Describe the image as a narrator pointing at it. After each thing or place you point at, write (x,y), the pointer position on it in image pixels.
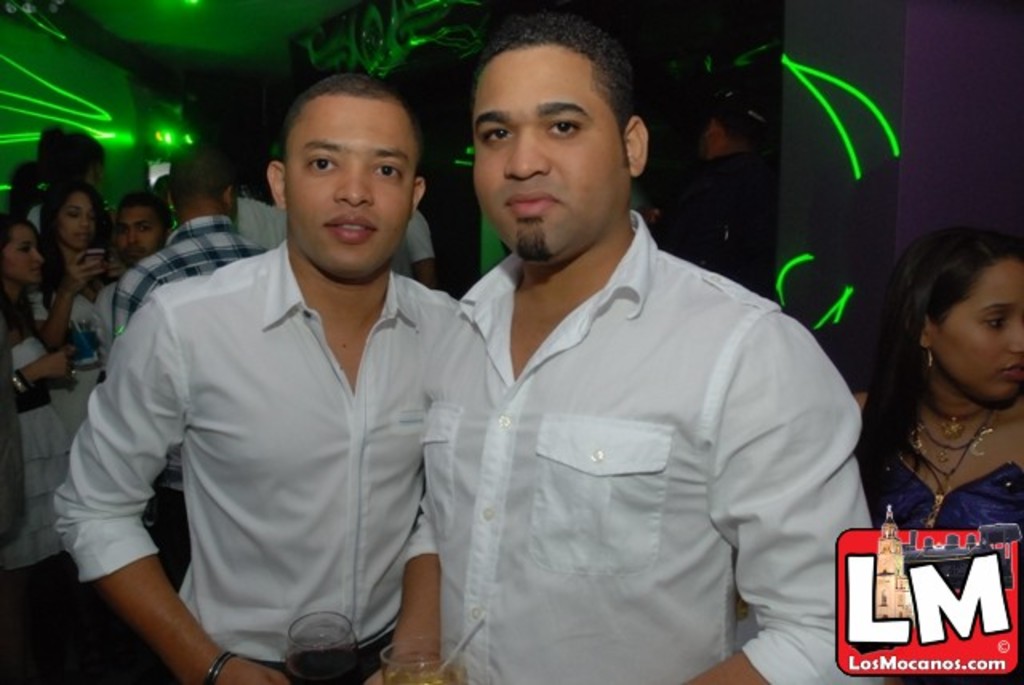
In this picture I can see two persons (474,521) holding glasses (334,613), there are group of people (190,243) standing, and in the background (785,197) there is a wall (880,175) and there is a watermark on the image.
